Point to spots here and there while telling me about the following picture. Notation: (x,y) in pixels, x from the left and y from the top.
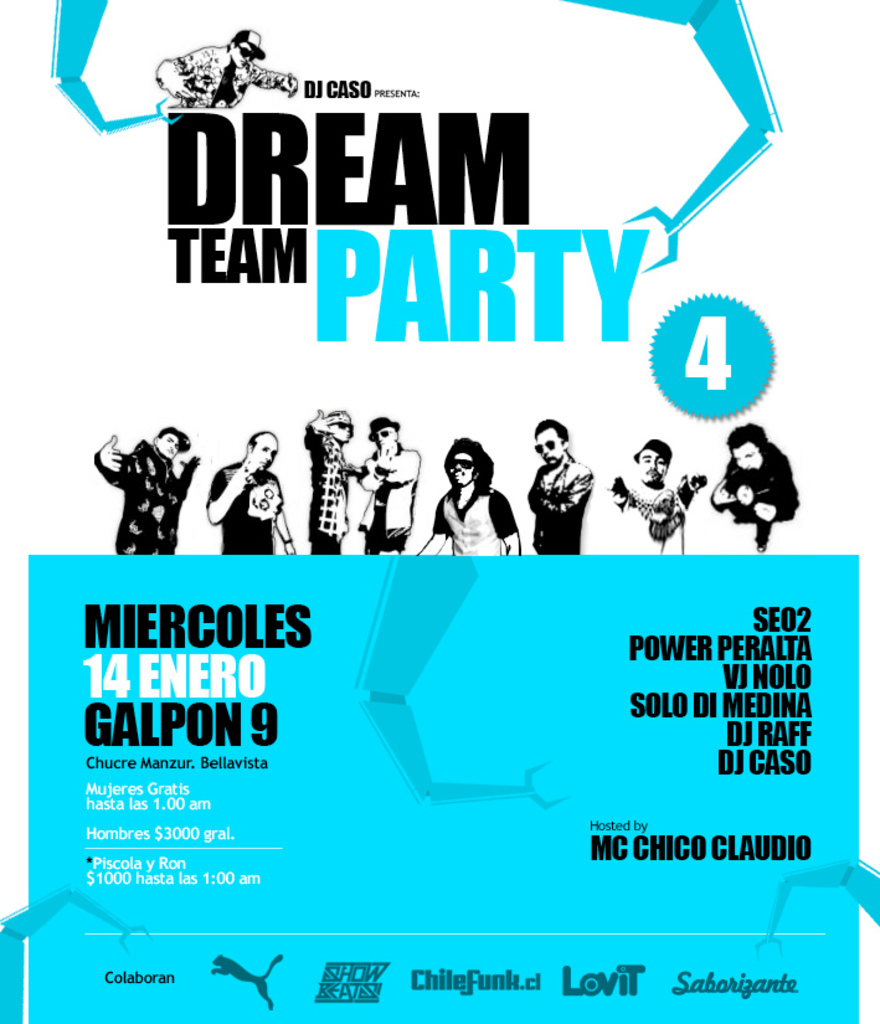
In the picture we can see a pamphlet (578,844) on it, we can see a name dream team party under it we can see some persons images (655,482).
